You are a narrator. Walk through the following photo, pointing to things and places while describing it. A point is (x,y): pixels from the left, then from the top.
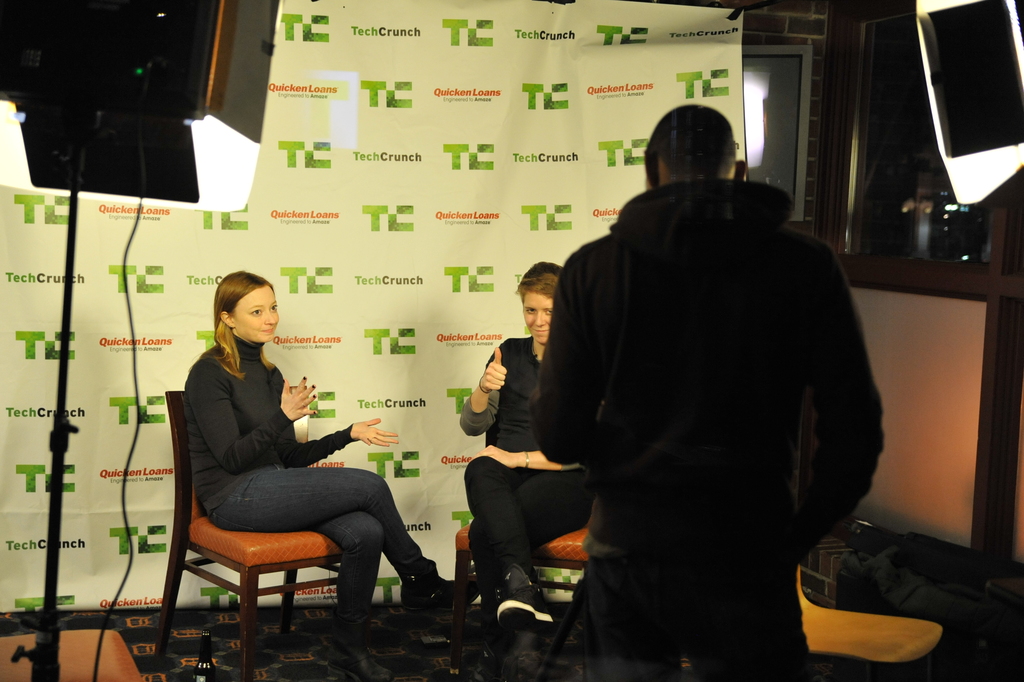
In this image, There are some people (264,443) sitting on the chairs (308,554), on the right side (710,198) there is a man (702,341) standing, and in the background (499,232) there is a white color wall (495,184) and in the left side (105,166) there is a black color light instrument (142,104).
